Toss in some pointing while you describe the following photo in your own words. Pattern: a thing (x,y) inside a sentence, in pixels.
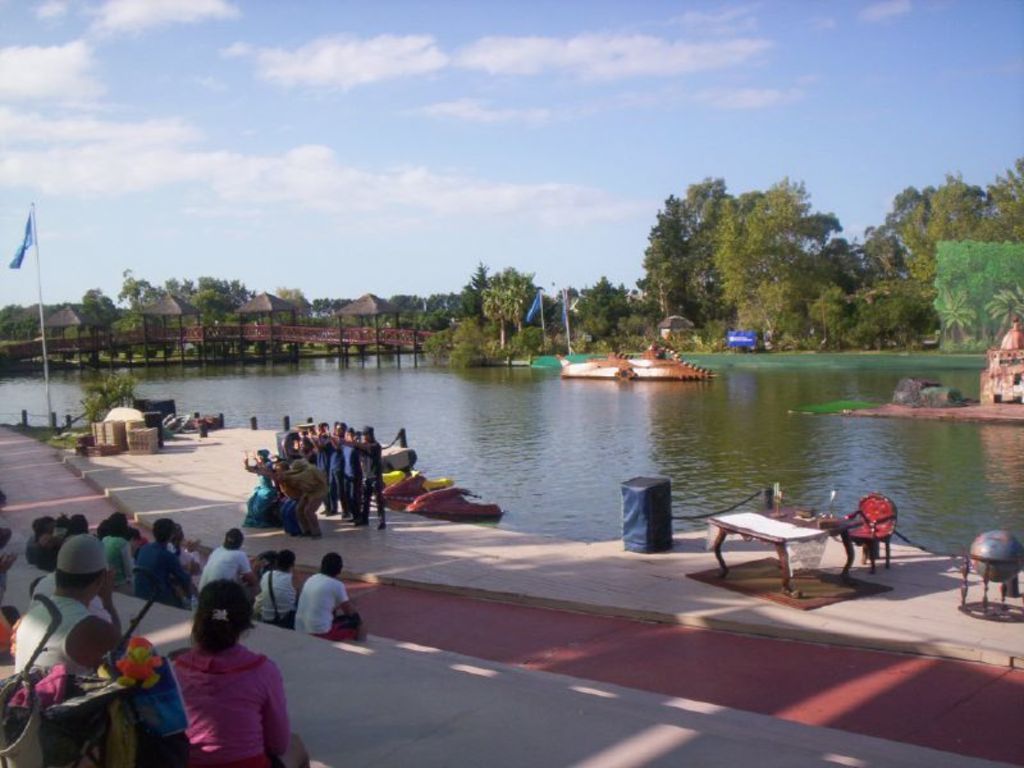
Here in this picture we can see a lake (527,408). And to the shore of the lake (327,480) there are some people (325,482) doing performance and standing. Some people (227,590) are sitting and watching the performance. To the left corner (44,344) there is a flagpole (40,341). And we can see a bridge (230,327). And to the right corner (817,317) we can see some trees (742,286). And on the path (859,558) there is a table (824,541) and a chair (883,518). And we can see a blue sky (613,114) with some clouds (533,67).
